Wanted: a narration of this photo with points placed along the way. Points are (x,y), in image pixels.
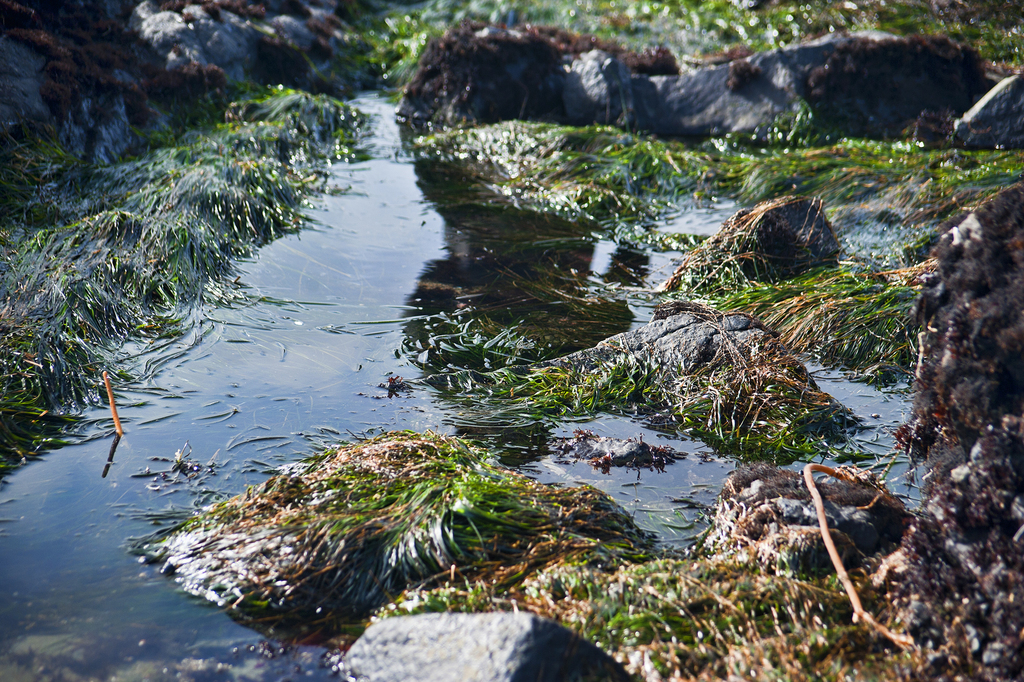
In this image there are grass (366,493), rocks (503,116) in the water body (362,313).
